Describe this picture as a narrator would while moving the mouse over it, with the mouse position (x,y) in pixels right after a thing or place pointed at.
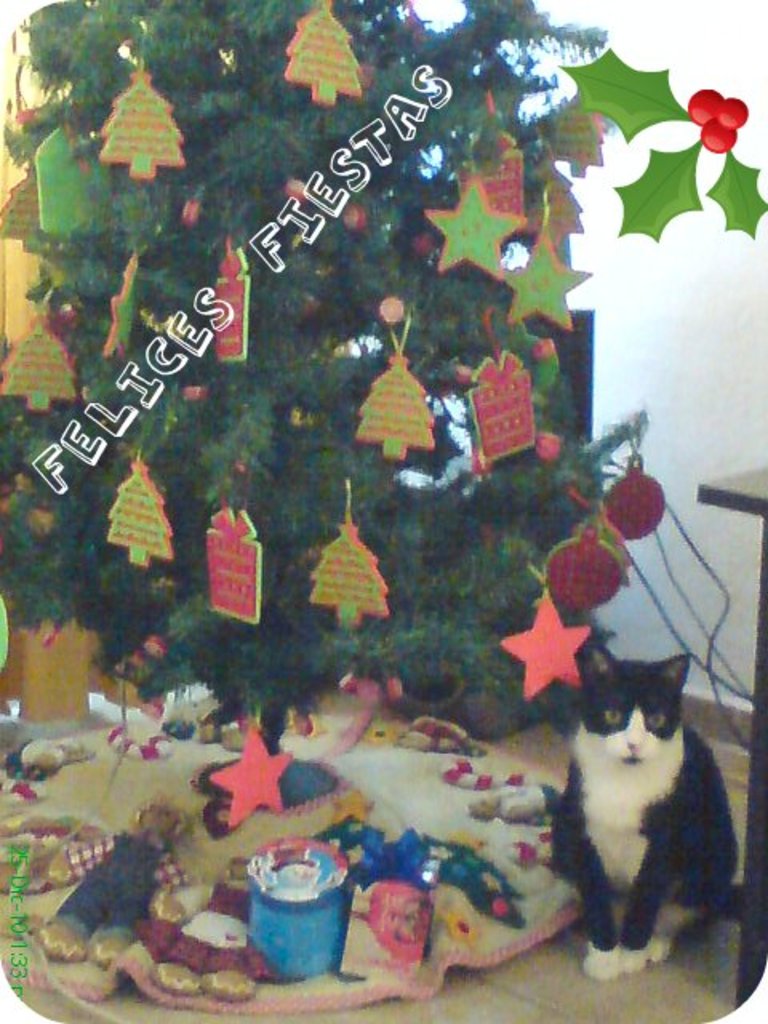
In this image we can see the poster (352,551) with a cat (593,789) and Christmas tree (232,494). And we can see the cloth (182,858) with dolls (239,938), boxes (397,878) and a few objects (418,864). In the background (589,185), we can see the wall (658,28) and text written on the poster (658,198).
